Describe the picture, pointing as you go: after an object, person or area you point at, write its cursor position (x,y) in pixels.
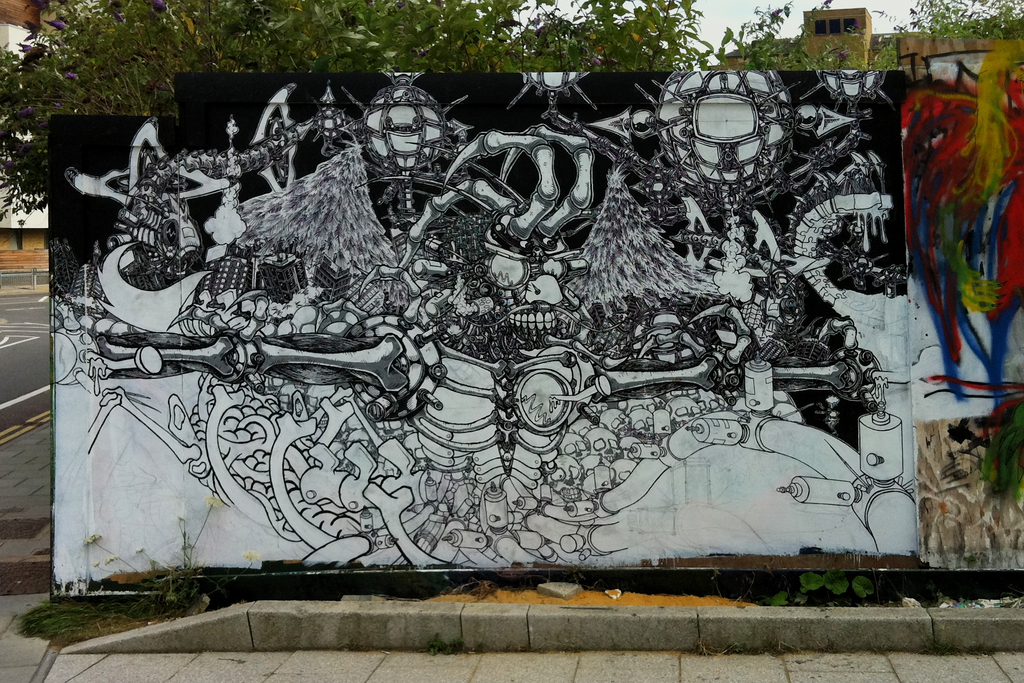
In the center of the image (637,331) we can see one board (645,307) and a few other objects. On the board (645,307), we can see some black and white painting (505,348). And on the right side (924,248), we can see some colorful painting (962,337). In the background (673,37) we can see the sky (735,12), clouds (716,34), buildings (4,249), trees (602,71), road (22,340), fence (29,267) and a few other objects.
